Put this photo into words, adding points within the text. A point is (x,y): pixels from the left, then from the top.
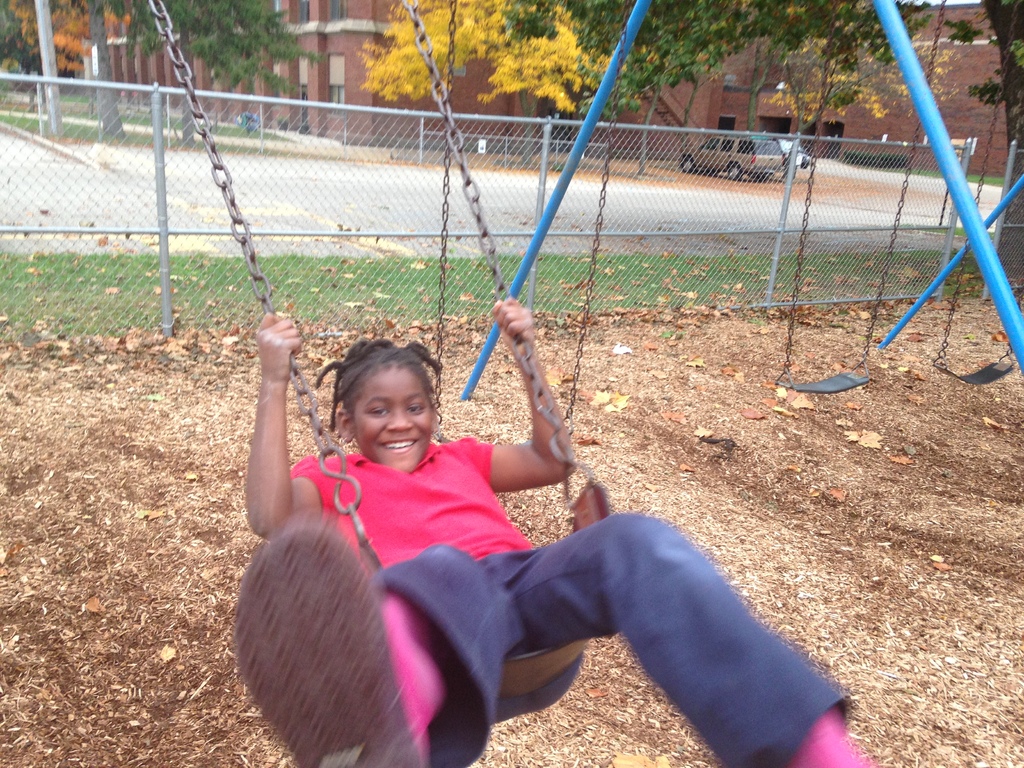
In this image we can see a girl (519,613) swinging. We can also see the swings (837,380). There is also a fence (535,193) and behind the fence (429,122) we can see the building (341,66), trees (105,24), road (250,187), vehicles (717,162), grass (367,282) and also dried leaves (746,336). We can also see the land (846,515).
